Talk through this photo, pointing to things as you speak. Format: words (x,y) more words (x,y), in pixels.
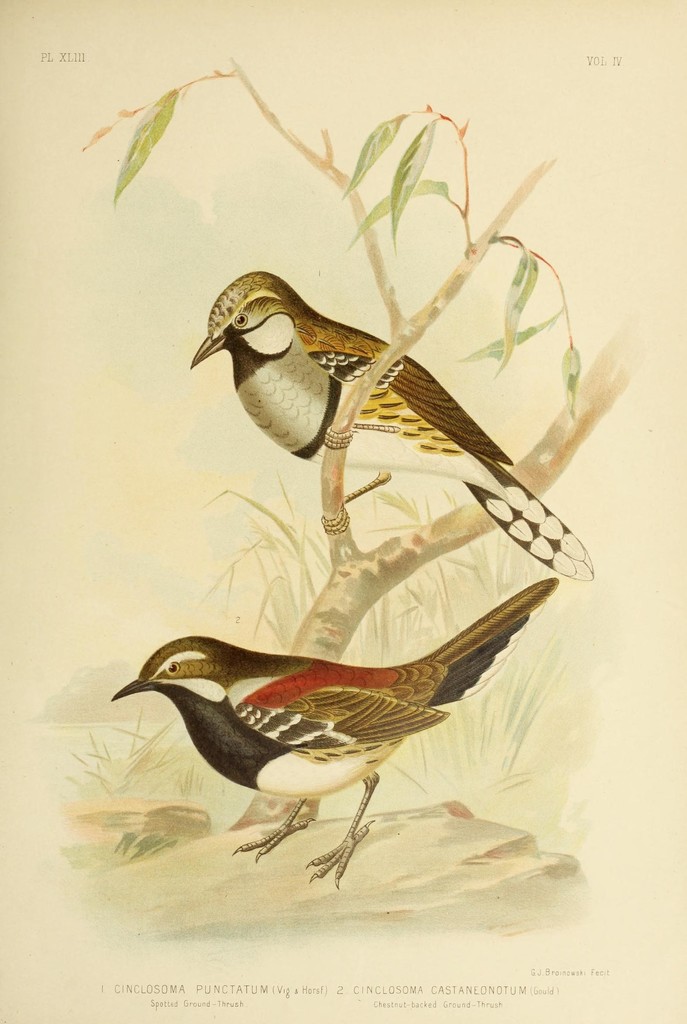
This is a paper (313,501). In this paper (391,976) something is written. Also there is a painting (338,699) of birds (301,666). One bird (258,390) is sitting on a branch (349,580) of a tree (327,465).
